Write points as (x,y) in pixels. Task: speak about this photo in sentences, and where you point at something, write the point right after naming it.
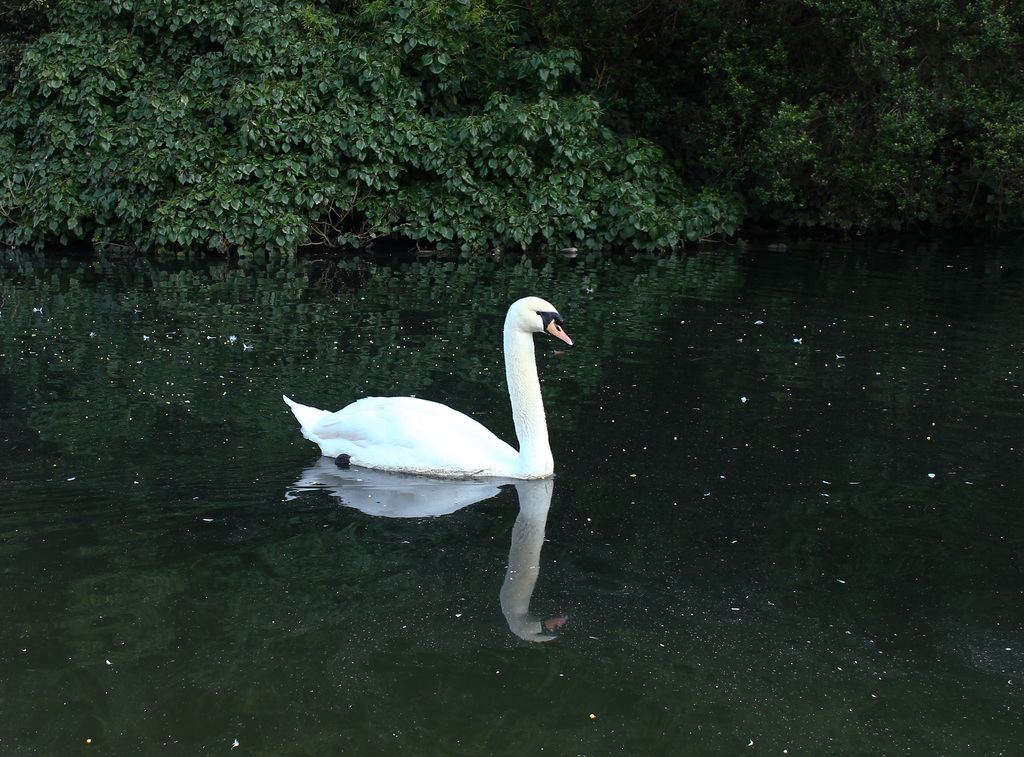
In this image there is a swan (407,437) swimming on the water (374,502). In the background (350,155) there are leaves (330,151) of plants (597,127).
